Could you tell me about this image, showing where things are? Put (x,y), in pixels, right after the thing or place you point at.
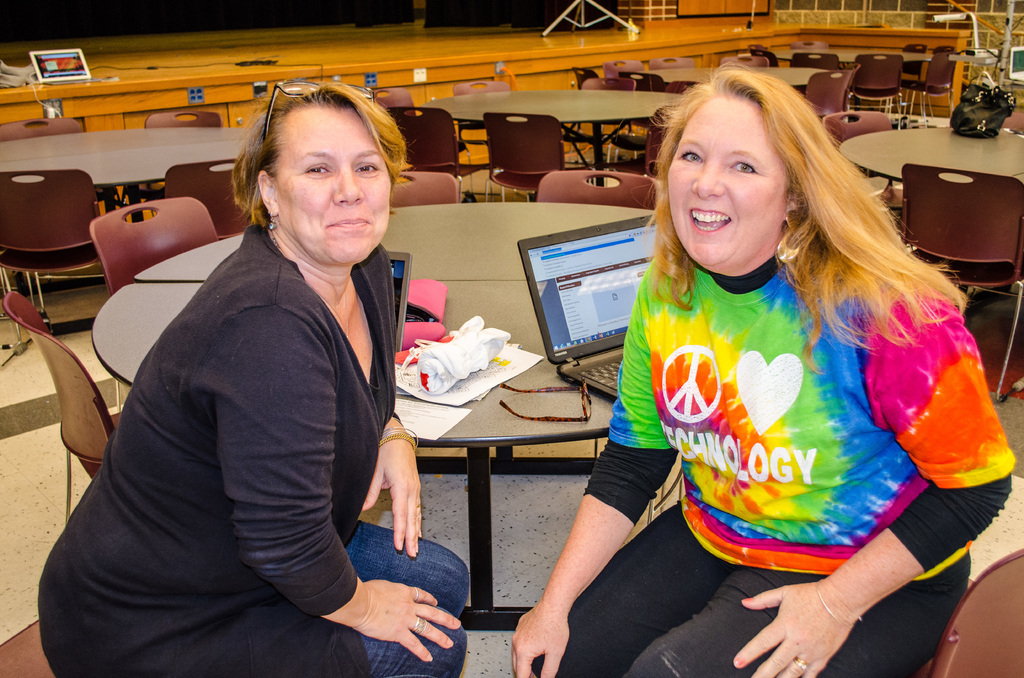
In this picture we can see two women (759,380) are sitting on chairs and they are smiling, in the background (510,125) we can see chairs (168,201) and tables (525,97), we can see a laptop (596,258), a cloth (448,370), some papers (433,412) and spectacles (585,400) on this table (530,316), on the right side (996,107) there is a bag (975,126), we can see another laptop (61,66) in the background (63,63).
